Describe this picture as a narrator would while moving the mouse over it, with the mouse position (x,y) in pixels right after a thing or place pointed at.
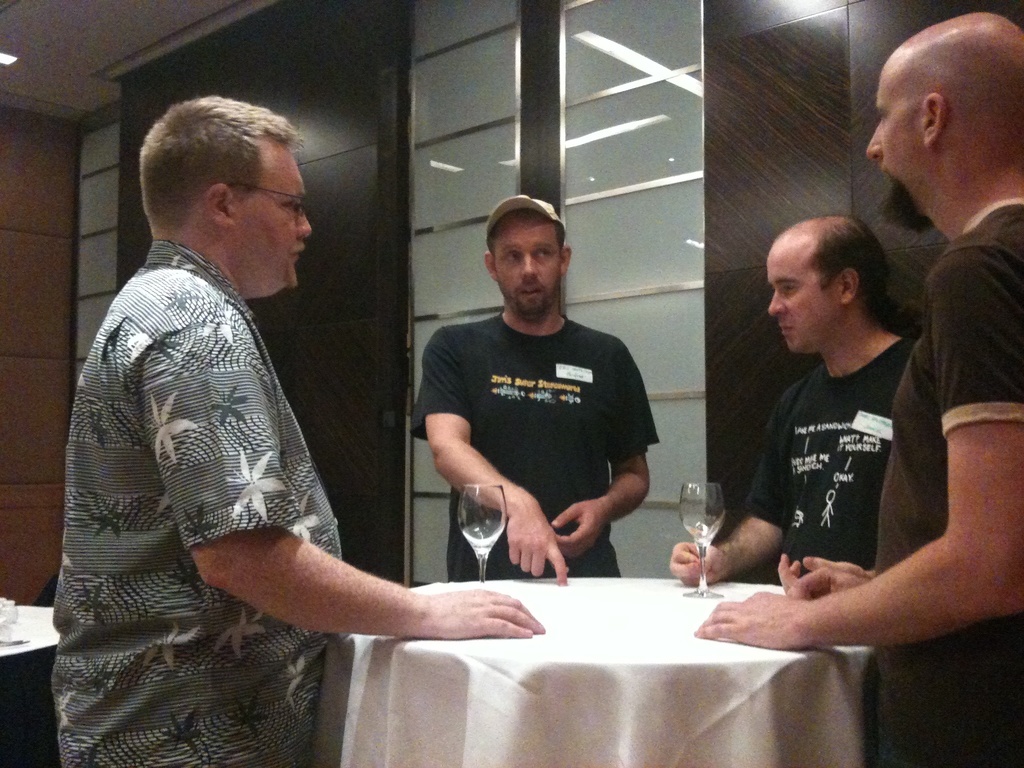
In this image I can see there are few men (278,452) standing in front of a table (557,636). On the table (596,641) I can see there are some cups (494,528) on it.
